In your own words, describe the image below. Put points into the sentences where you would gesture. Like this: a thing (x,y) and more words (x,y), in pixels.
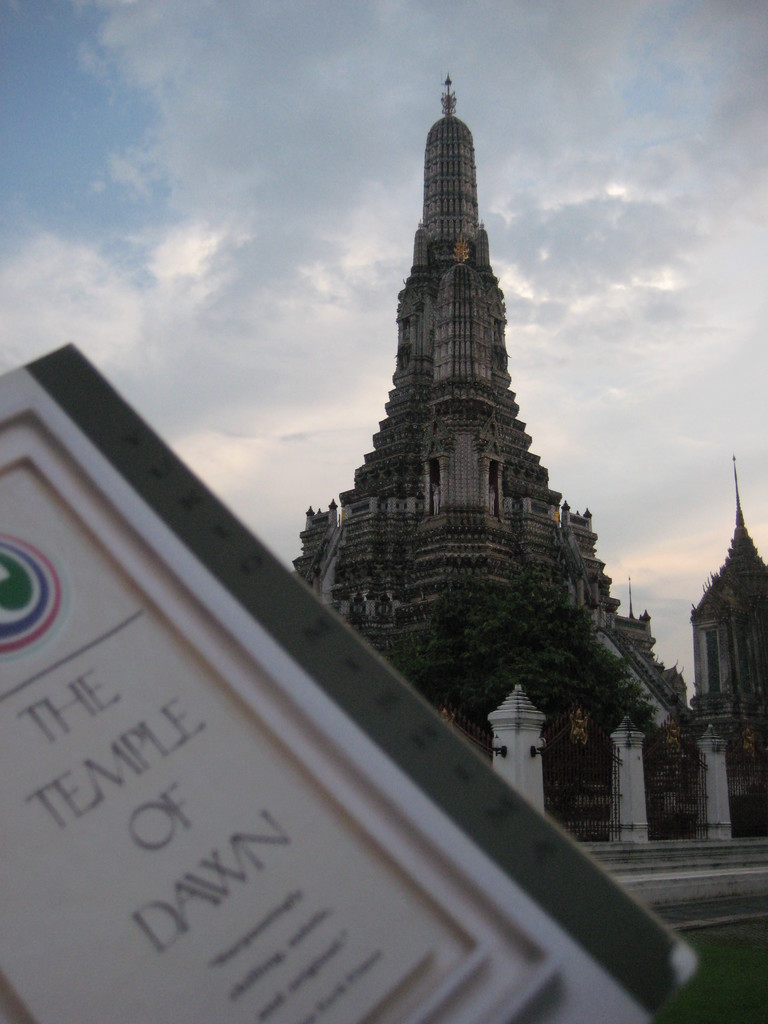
In this image I can see a temple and in front of the temple (444,579) I can see pillars (529,743) and tree (585,616) at the top (365,134) I can see the sky (609,159) and on the left side (52,670) I can see book (89,665), on the book (168,638) I can see a text (145,740).
